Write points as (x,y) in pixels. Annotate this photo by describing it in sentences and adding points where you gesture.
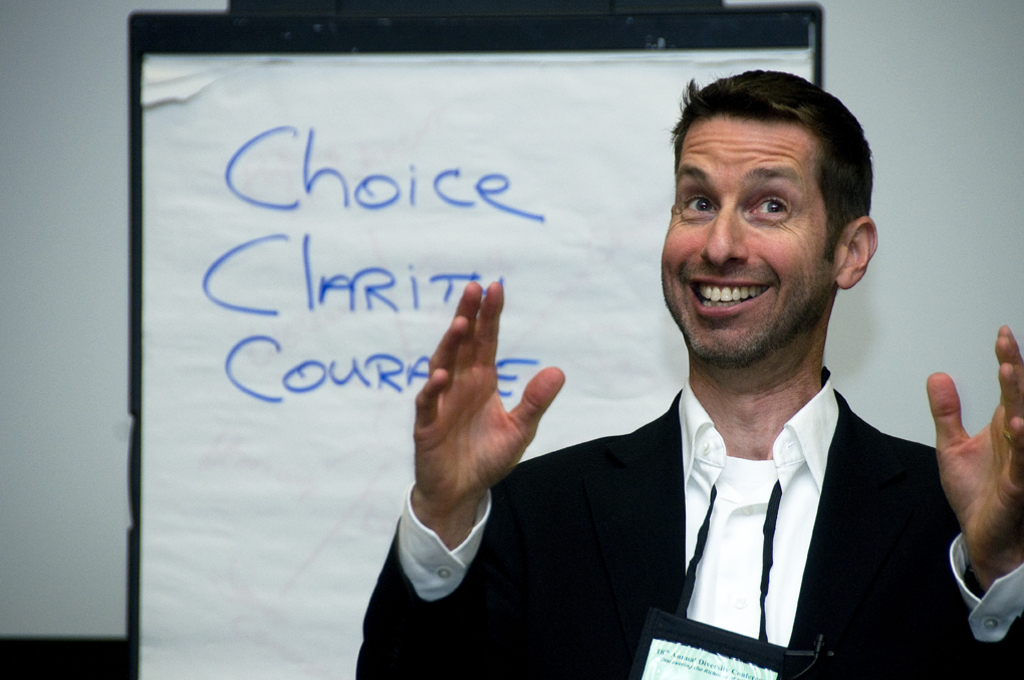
In this image I can see a person (713,468), whiteboard (354,307) and a wall (76,81). This image is taken may be in a hall (1019,278).
